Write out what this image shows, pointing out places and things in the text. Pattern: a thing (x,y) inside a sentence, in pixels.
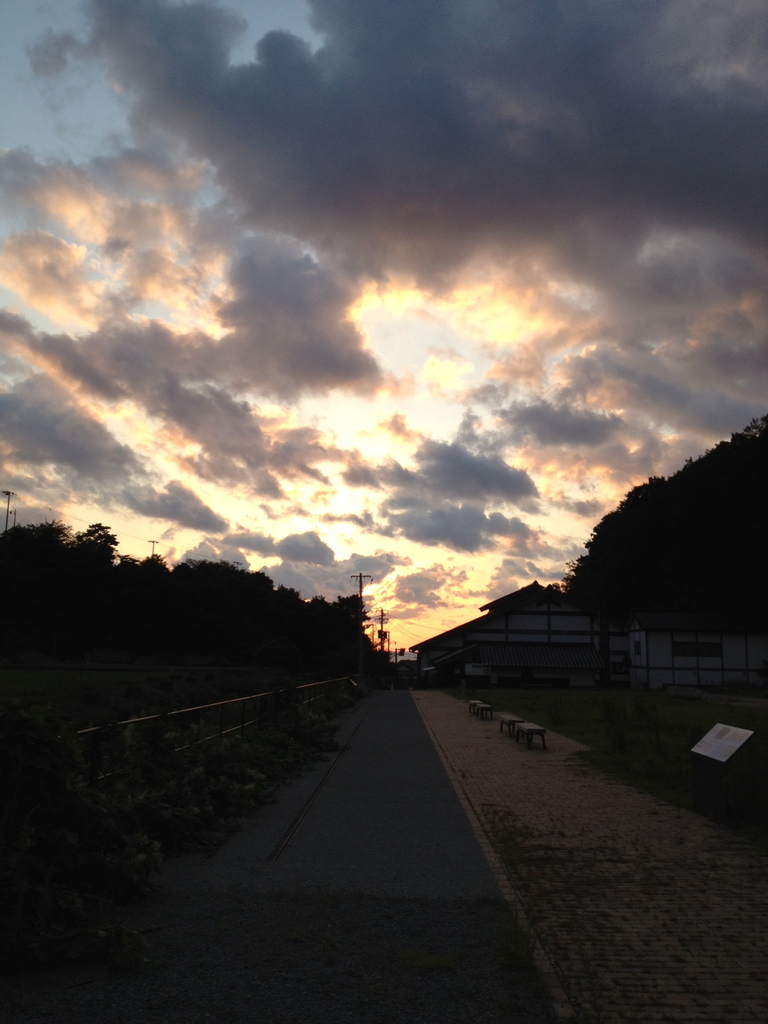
In this image I can see the road (392,867). To the side of the road (296,782) I can see the boards (711,750) and the railing (200,714). In the background (361,683) there is a house (489,650), many trees (383,650), poles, clouds (322,333) and the sky (383,598).
